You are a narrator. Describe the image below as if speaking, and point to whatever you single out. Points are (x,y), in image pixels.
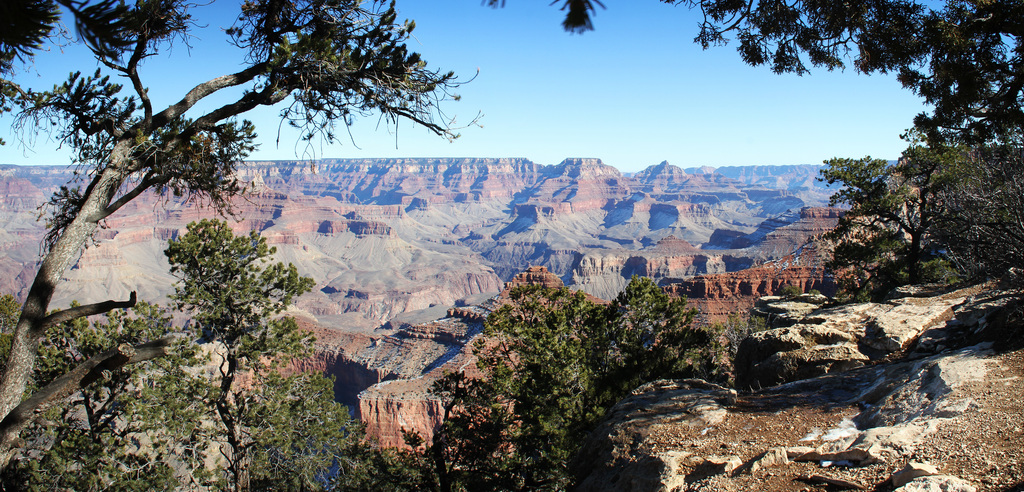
These are the plateaus (405,228). I can see the trees (596,337) with branches (951,202) and leaves (136,325). This is the sky (494,111).
